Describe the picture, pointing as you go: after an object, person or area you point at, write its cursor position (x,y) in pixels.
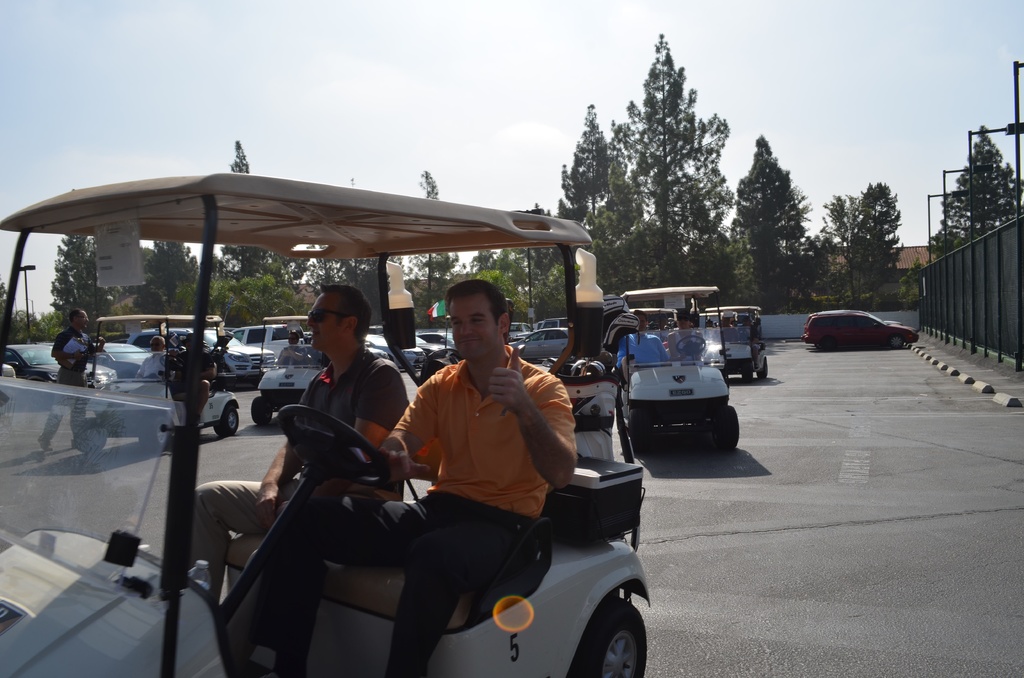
In this picture I can observe two men (346,360) sitting in the vehicle (80,542). This vehicle (170,573) is in white color. In the background (713,320) there are some vehicles (372,350) parked on the land (789,404). On the right side (981,316) I can observe black color fence (933,291) and poles (1019,141). In the background (892,222) there are trees (608,208) and a sky (571,50).
